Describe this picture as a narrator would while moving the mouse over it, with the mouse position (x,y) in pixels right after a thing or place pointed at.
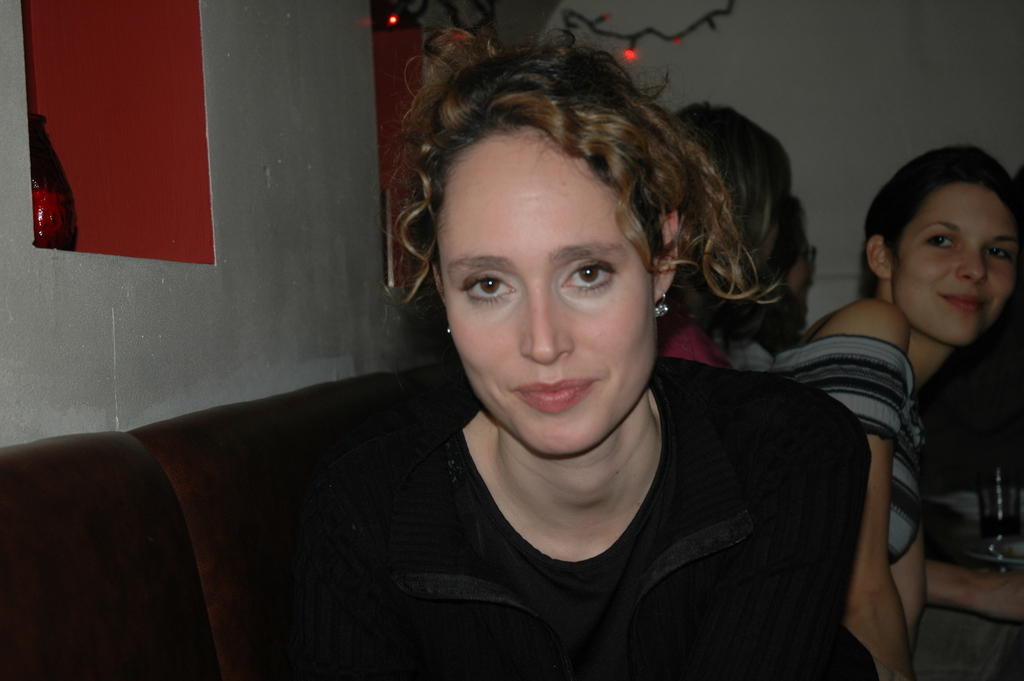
In the center of the image (437,432) we can see one woman (346,585) is sitting on the couch (99,545). And she is smiling, which we can see on her face (537,393). And she is in black color top (518,575). In the background (48,343) there is a wall (84,268), string lights (484,7), decorative items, one table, one glass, few people (900,427) are sitting and a few other objects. Among them, we can see one woman (910,254) is smiling.
